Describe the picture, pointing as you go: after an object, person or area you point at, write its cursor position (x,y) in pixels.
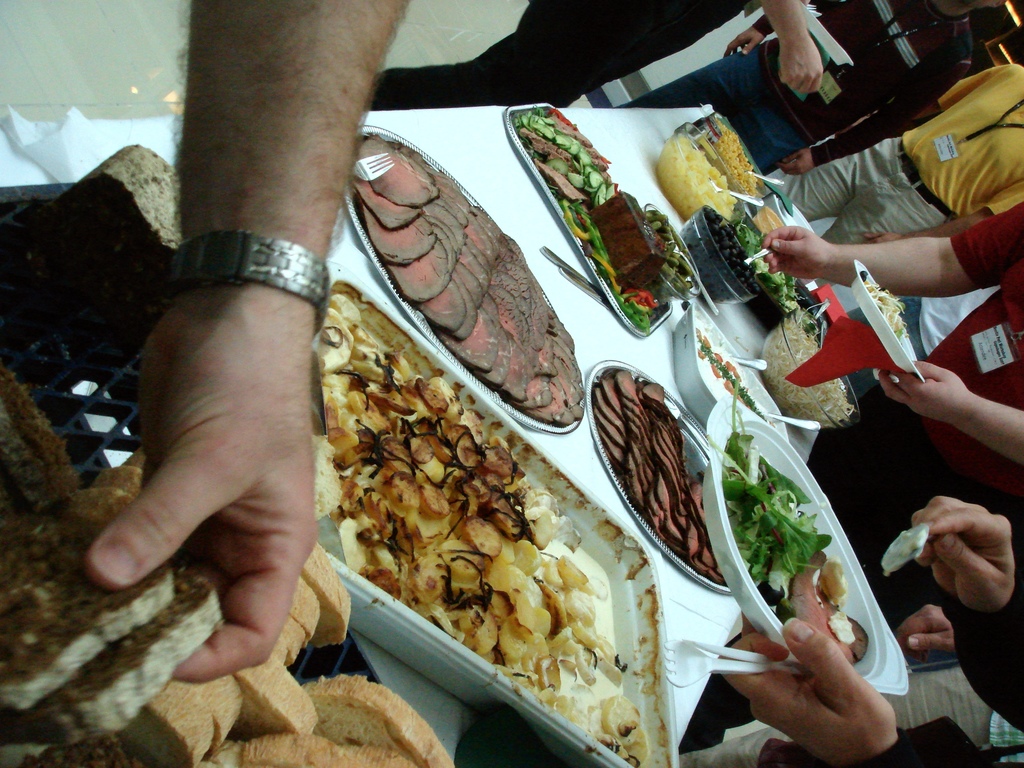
In the center of the image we can see a few people (606,22) are standing and they are holding some objects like plates (751,617), food items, spoons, etc. On the table (731,613), we can see plates (590,415), bowls (729,210), spoons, breads (110,170), some food items (612,456) and a few other objects (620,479). On the left side of the image (106,602), we can see one human hand (245,565) holding breads (63,527).
